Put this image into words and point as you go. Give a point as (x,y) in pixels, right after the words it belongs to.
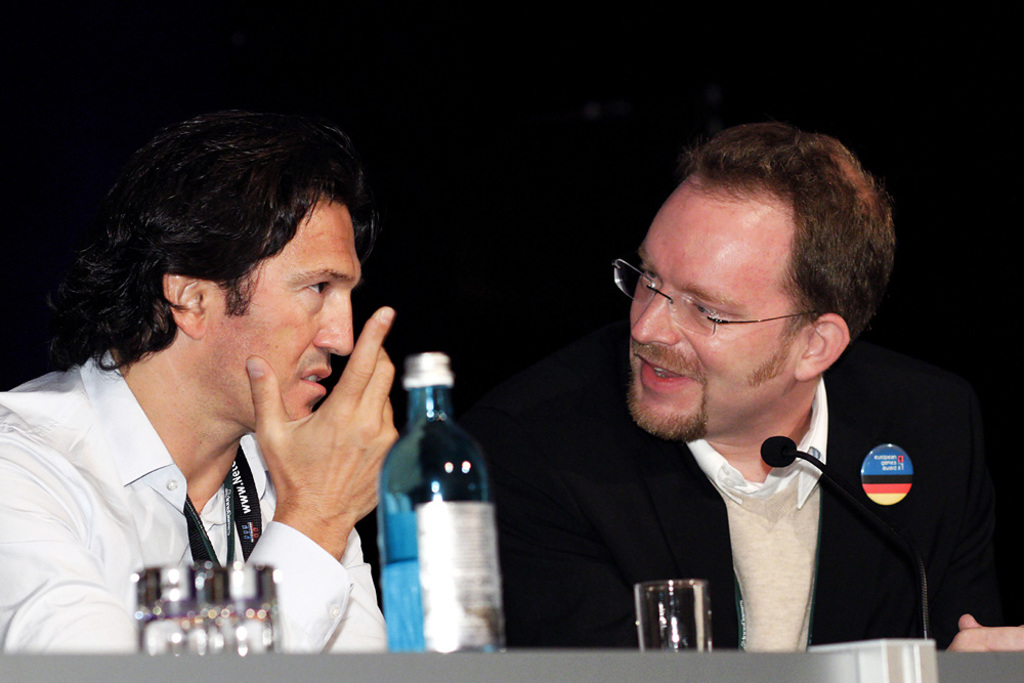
In this picture I can observe two men (604,490) sitting in front of a table (195,668). There is a bottle (411,545) and two glasses (667,628) on the table (553,673). The background (557,282) is dark.
